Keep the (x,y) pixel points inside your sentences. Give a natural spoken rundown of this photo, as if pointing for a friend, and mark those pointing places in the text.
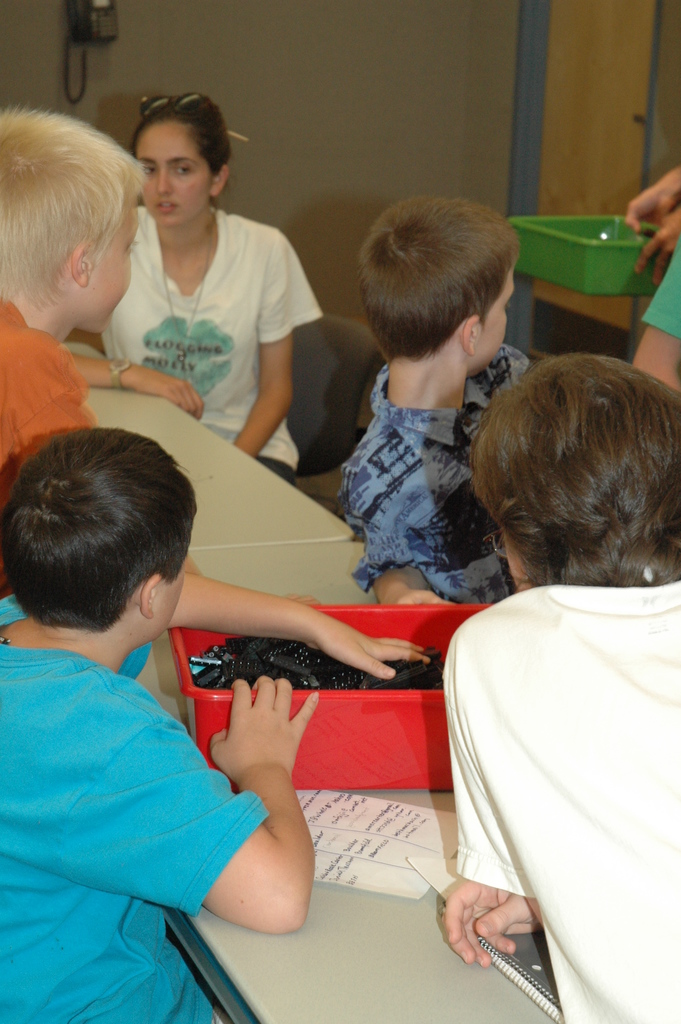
Here we can see a group of children (491,891) present sitting on chairs (298,428) and a table (359,594) in front of them and there is a woman (280,431) at the top (153,330) who is sitting on chair (311,367).
